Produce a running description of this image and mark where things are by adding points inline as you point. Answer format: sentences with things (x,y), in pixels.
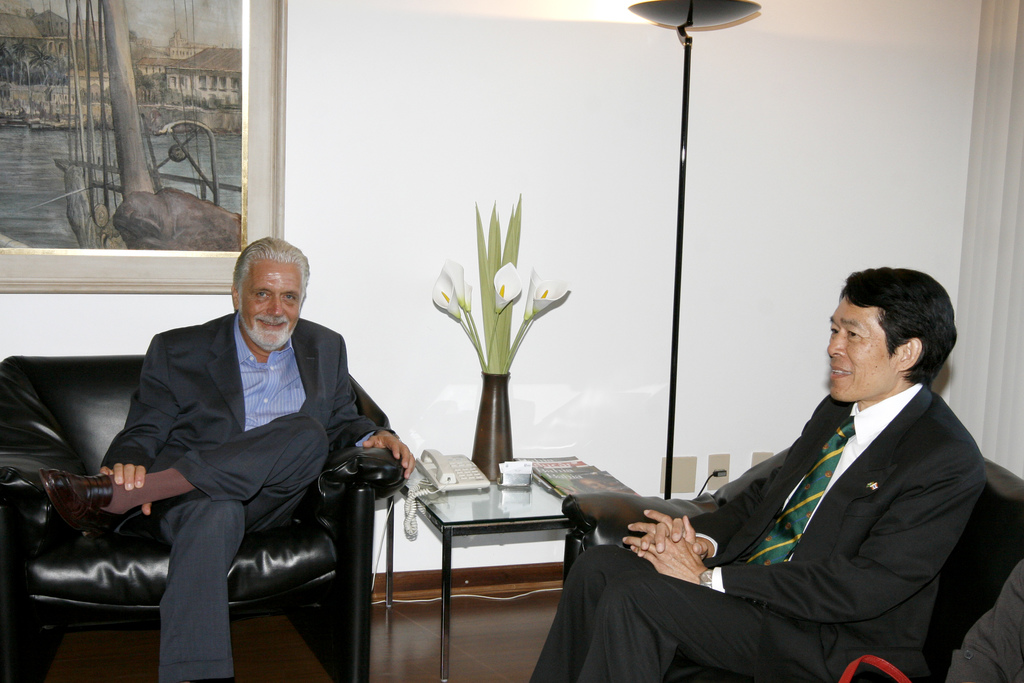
In this image there are two persons (715,625) who are sitting beside each other and there is a table (474,523) between them on which there is telephone (462,479), flower vase (492,445) and books (579,462). At the background (468,113) there is wall (360,96) and a photo frame (161,106) on it. At the top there is lamp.
